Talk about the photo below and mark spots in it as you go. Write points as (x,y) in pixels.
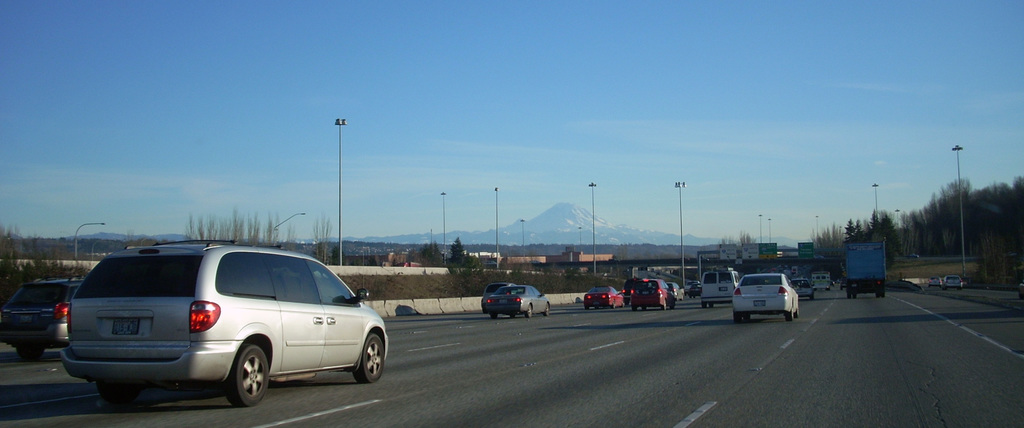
In this image we can see a few vehicles (511,290) on the road (682,322), there are some poles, lights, trees (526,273), mountains (616,236), buildings (531,261) and boards (770,249) with some text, in the background (441,148) we can see the sky (617,118) with clouds (196,186).
